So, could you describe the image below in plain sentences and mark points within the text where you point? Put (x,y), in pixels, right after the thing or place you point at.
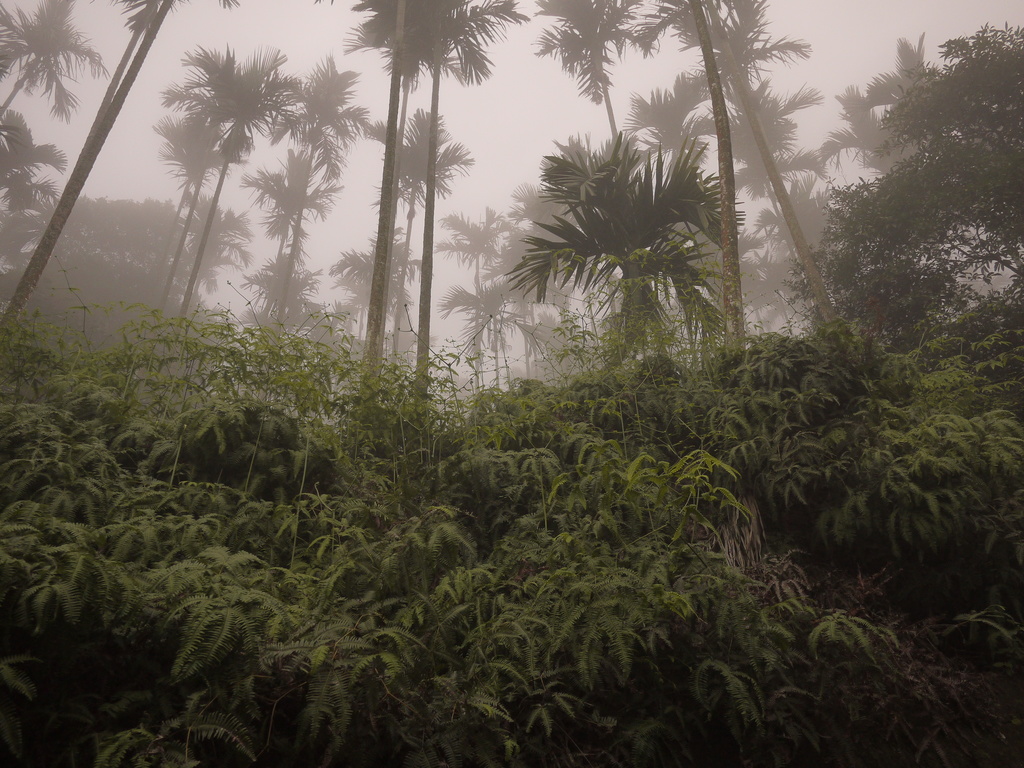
In this image we can see a group of plants (551,532), trees (555,178) and the sky (509,104) which looks cloudy.
